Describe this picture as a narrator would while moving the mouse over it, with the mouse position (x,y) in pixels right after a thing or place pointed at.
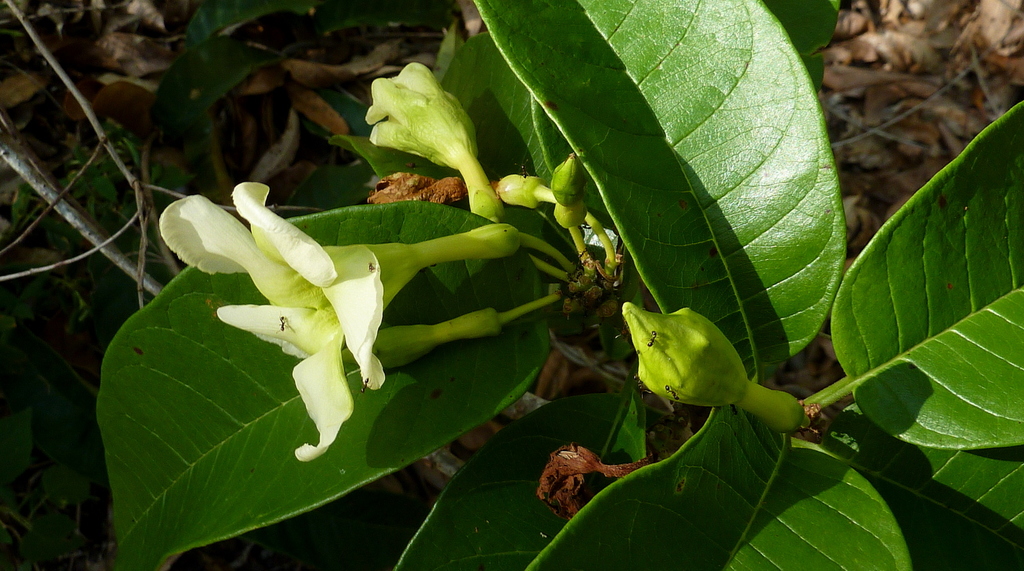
This is green color plant (623,317) with a white color flower (380,316).
